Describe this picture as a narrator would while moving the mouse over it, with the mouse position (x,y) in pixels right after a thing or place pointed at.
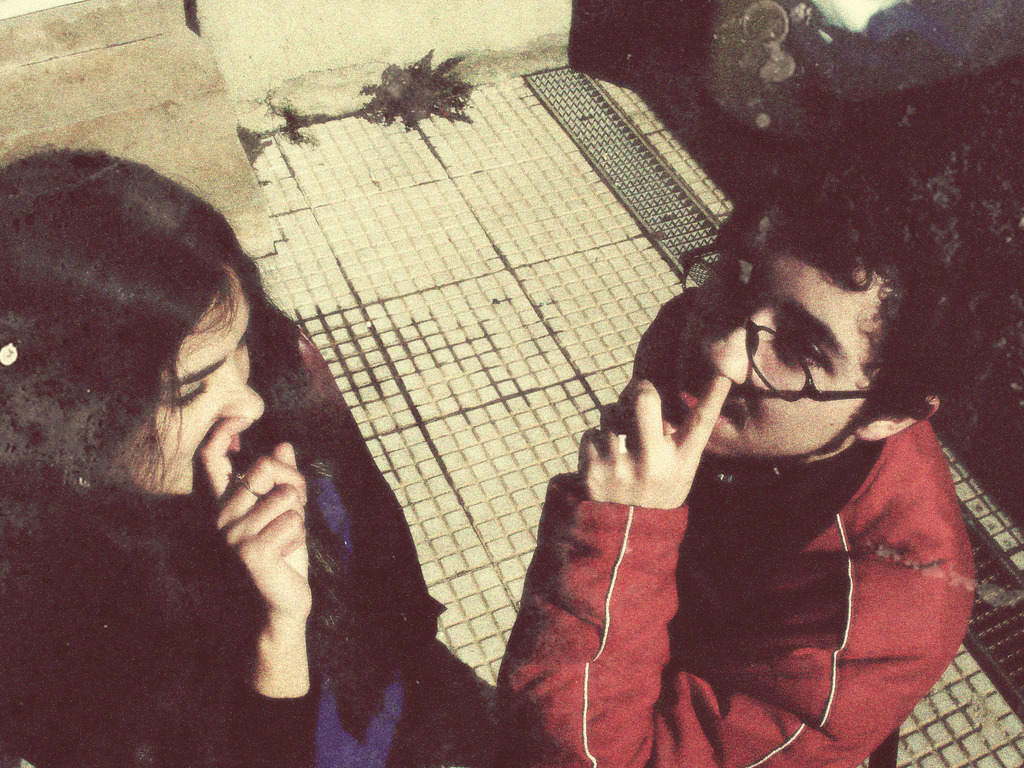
In this picture we can see a woman (237,465) and man (718,568), he wore spectacles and a red color dress (793,574).
